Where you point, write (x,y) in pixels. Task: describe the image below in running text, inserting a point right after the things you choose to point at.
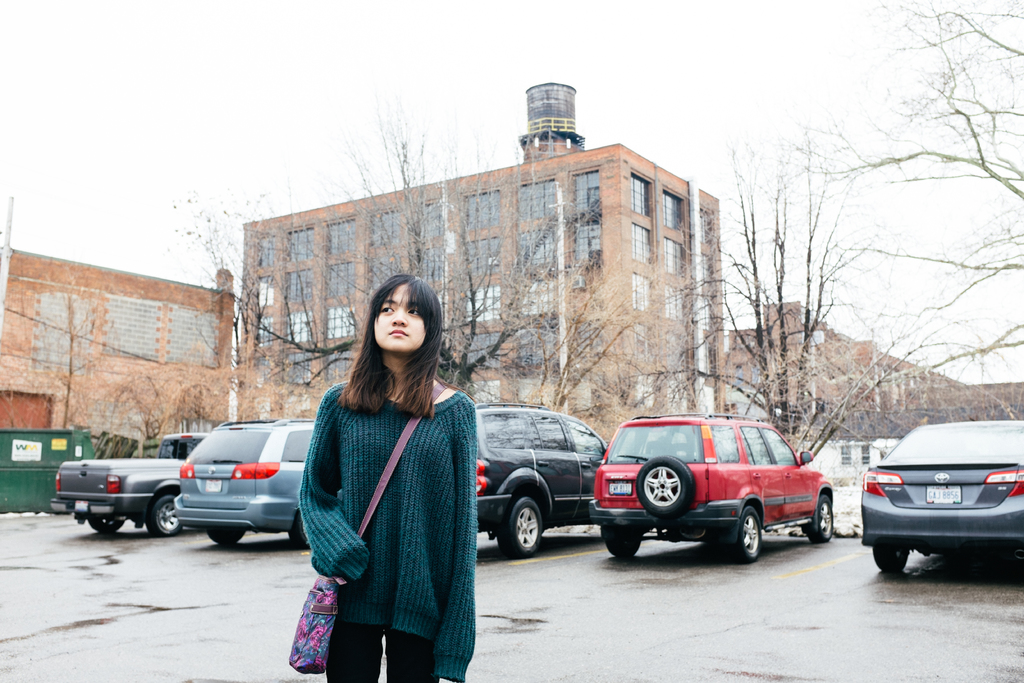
In this image, we can see a person (385,445) wearing a sling bag (315,593). In the background (622,528), we can see buildings (59,380), trees (454,348), walls (21,329), windows (549,340), vehicles (930,433) and the sky (514,160).
